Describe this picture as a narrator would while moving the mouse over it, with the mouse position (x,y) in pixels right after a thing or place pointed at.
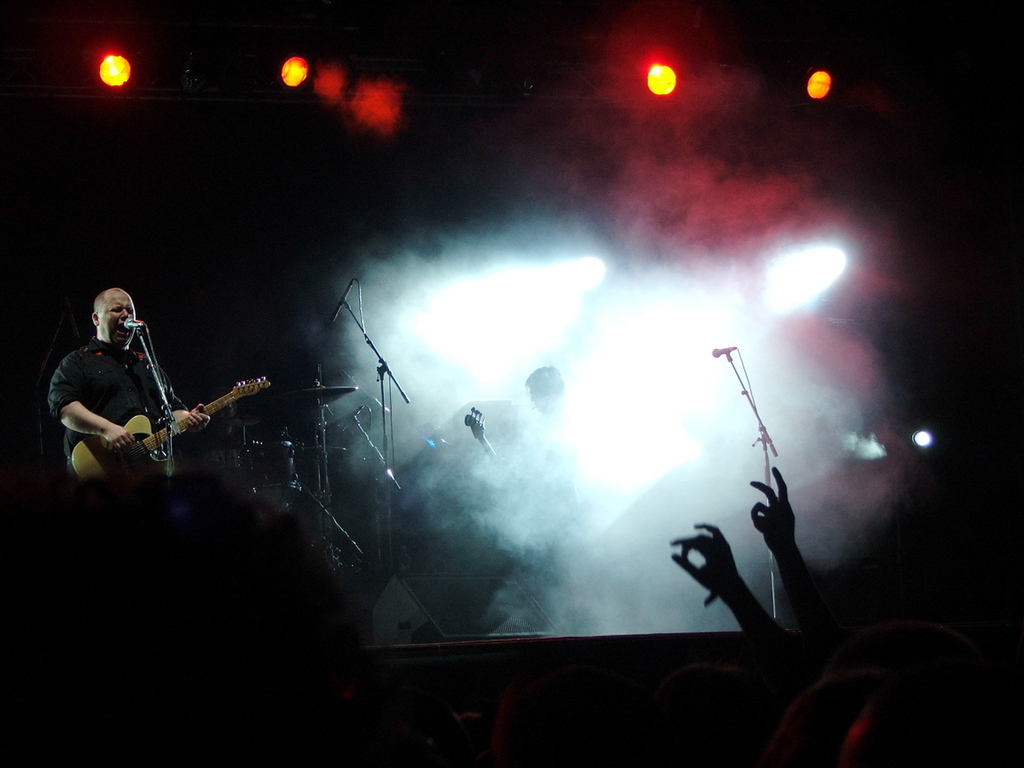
In this image we can see some persons (77,358) standing on stage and playing musical instruments (248,387), there are some microphones (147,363), in the foreground of the image (305,649) there are some persons (696,709) standing on ground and top of the image (668,76) there are some lights (193,73).
